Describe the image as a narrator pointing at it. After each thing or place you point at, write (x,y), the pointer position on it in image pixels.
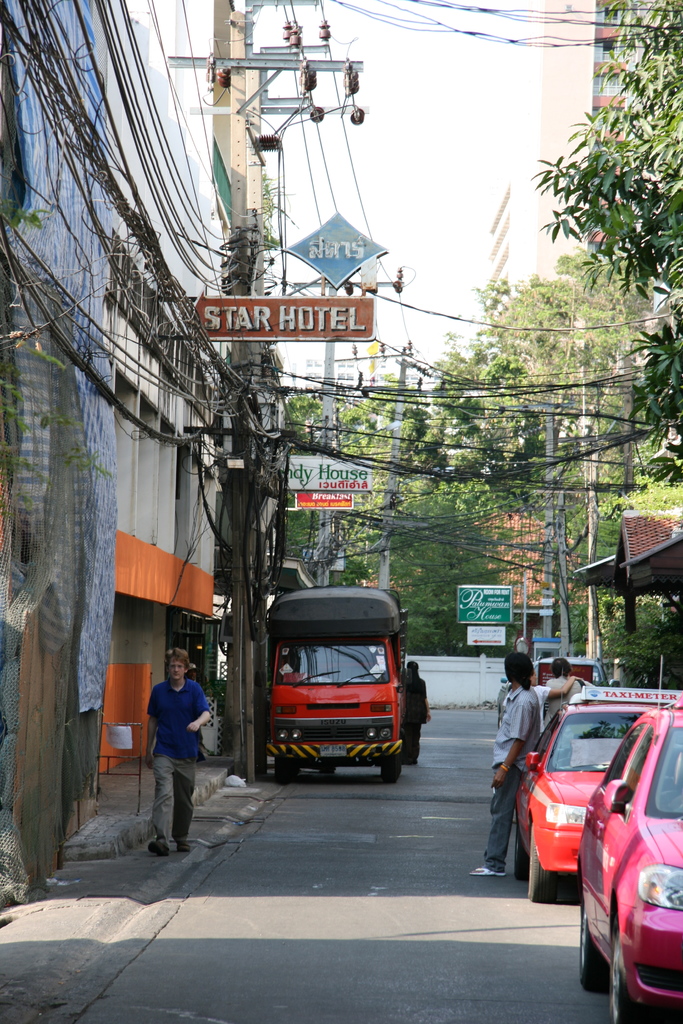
In this picture we can see a man (167,813) in the blue t shirt (180,729) is walking on the path (114,885) and some people (505,780) are standing. Behind the people (412,719) there are some vehicles (642,912) on the path (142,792), electric poles (263,289) with cables (263,383) and boards (259,299). Behind the poles (399,388) there are trees (514,428), buildings (582,155) and a sky (430,166).
